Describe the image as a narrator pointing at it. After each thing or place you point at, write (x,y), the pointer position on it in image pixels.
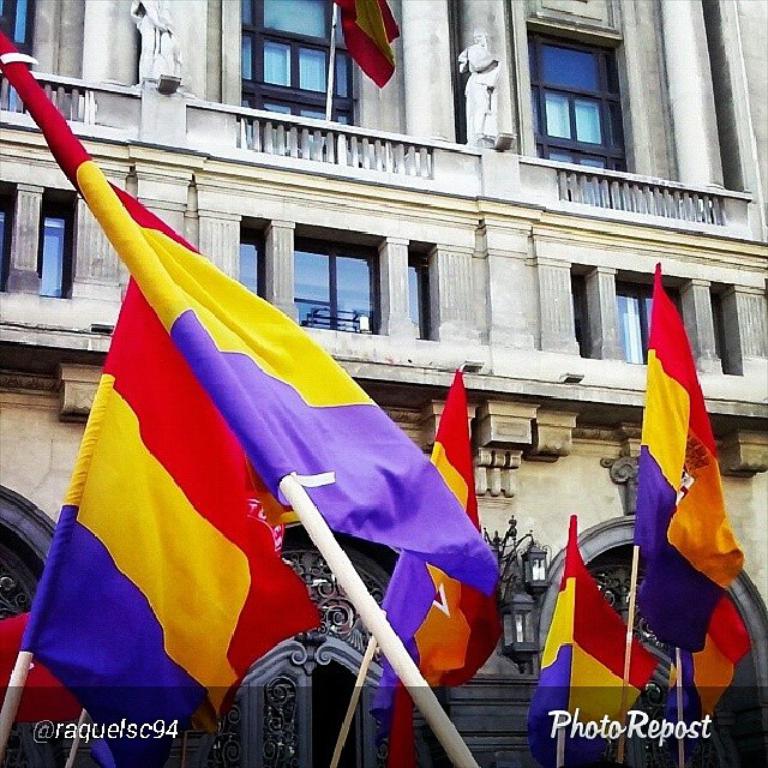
There is a building (365,116) it has a lot of windows (609,155) and doors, there are some flags (268,585) stick to the poles (365,590) in front of the building (297,690) and the flag (153,486) is of red, yellow and purple color.
